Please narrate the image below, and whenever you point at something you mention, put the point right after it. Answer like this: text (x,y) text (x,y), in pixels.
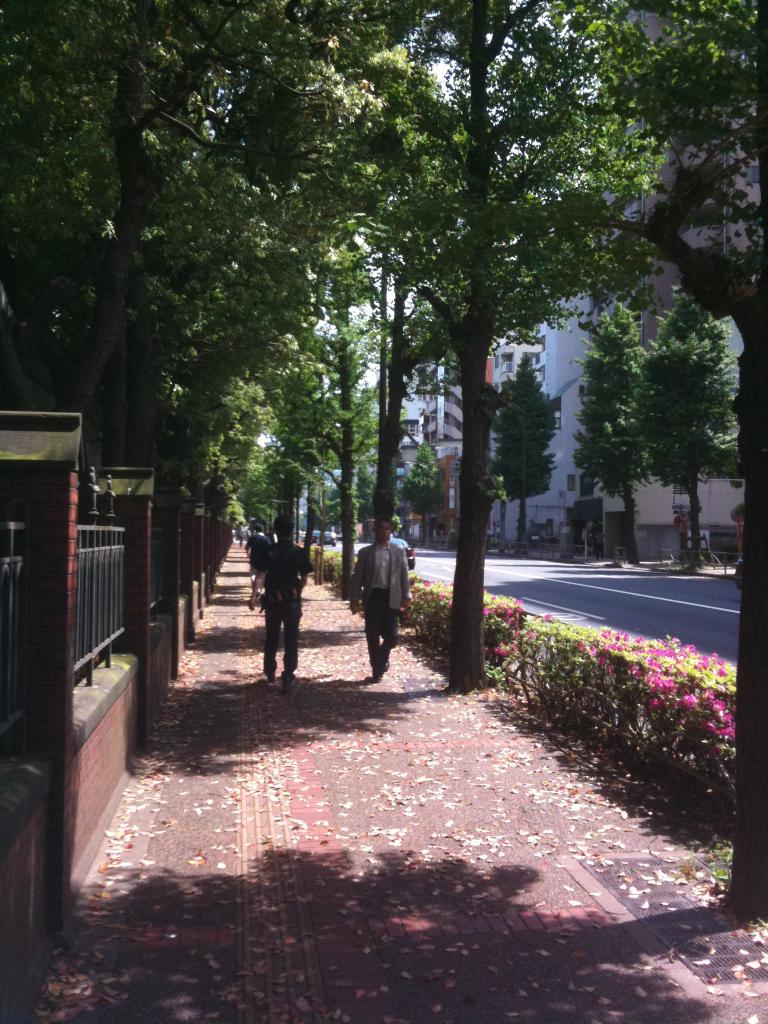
In this image few persons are walking on the pavement (388,693) having few trees (381,511) and plants (652,699) which are having some flowers (663,696) to it. Left side (106,582) there is a wall (75,623) having some fence (116,565) on it. Behind there are few trees (120,395). There is a road (505,564) having few vehicles (335,539) on it. Right side there is a pavement (515,553) having few trees (539,409), behind there are few buildings (427,423).
